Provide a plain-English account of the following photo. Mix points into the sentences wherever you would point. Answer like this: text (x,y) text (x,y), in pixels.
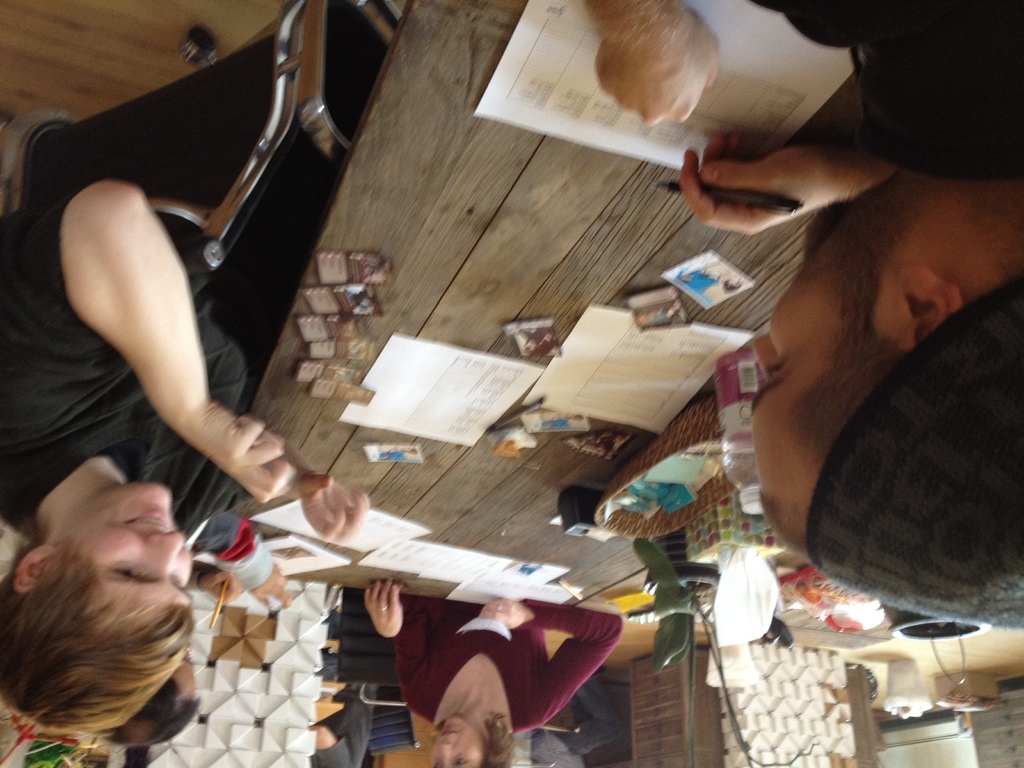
In this image we can see few persons (319,516) sitting on the chairs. There are few objects (581,422) on the table (465,458). At the bottom (634,709) we can see a white object (257,705), houseplant (689,708), dustbin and wooden table (679,699).
